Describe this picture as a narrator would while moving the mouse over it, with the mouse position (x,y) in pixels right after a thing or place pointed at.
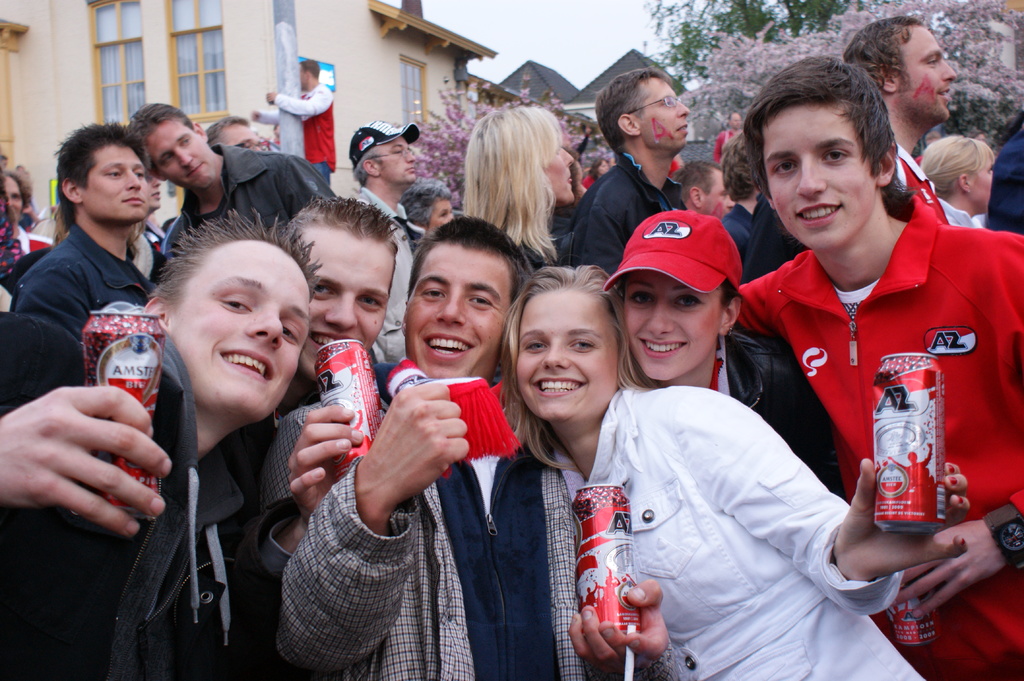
This is an outside view. Here I can see few people (393,527) are holding beer tins (328,384) in their hands (321,444), smiling and giving pose for the picture. At the back of these people (449,348) I can see some more people (546,182) are standing and everyone is looking at the right side (973,191). In the background (797,46) there are some trees (717,22) and buildings (406,46) and also I can see a person (317,102) is holding a pole (281,91) and standing. On the top of the image (543,30) I can see the sky (529,35).
